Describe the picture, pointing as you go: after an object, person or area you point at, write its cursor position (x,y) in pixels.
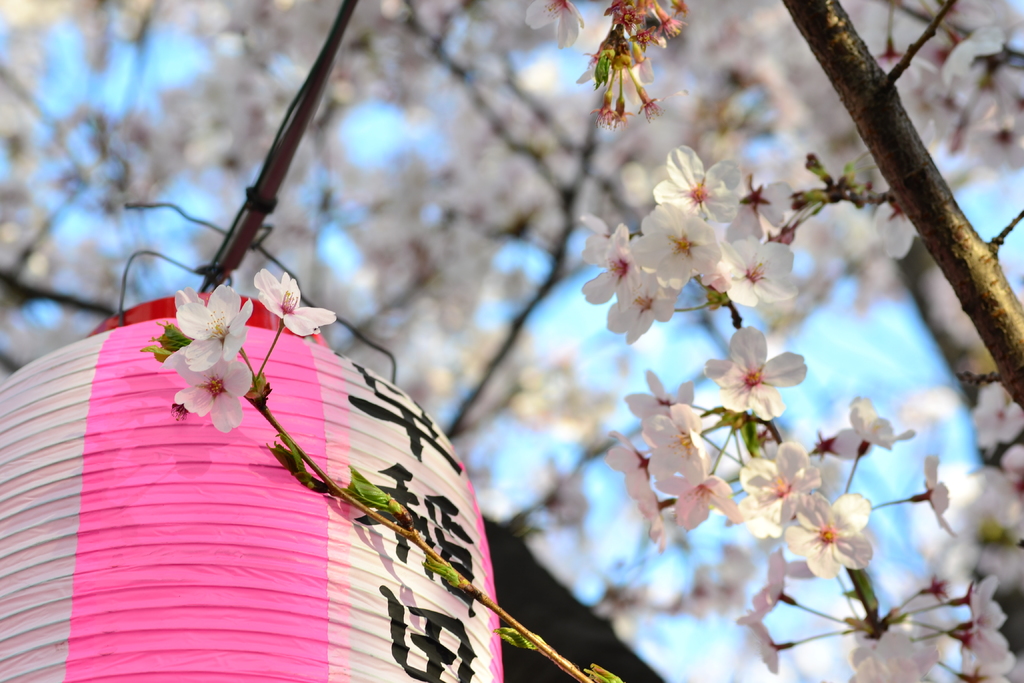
In this image there are flowers (840,430) and a lantern (199,433), in the background (526,207) it is blurred.
